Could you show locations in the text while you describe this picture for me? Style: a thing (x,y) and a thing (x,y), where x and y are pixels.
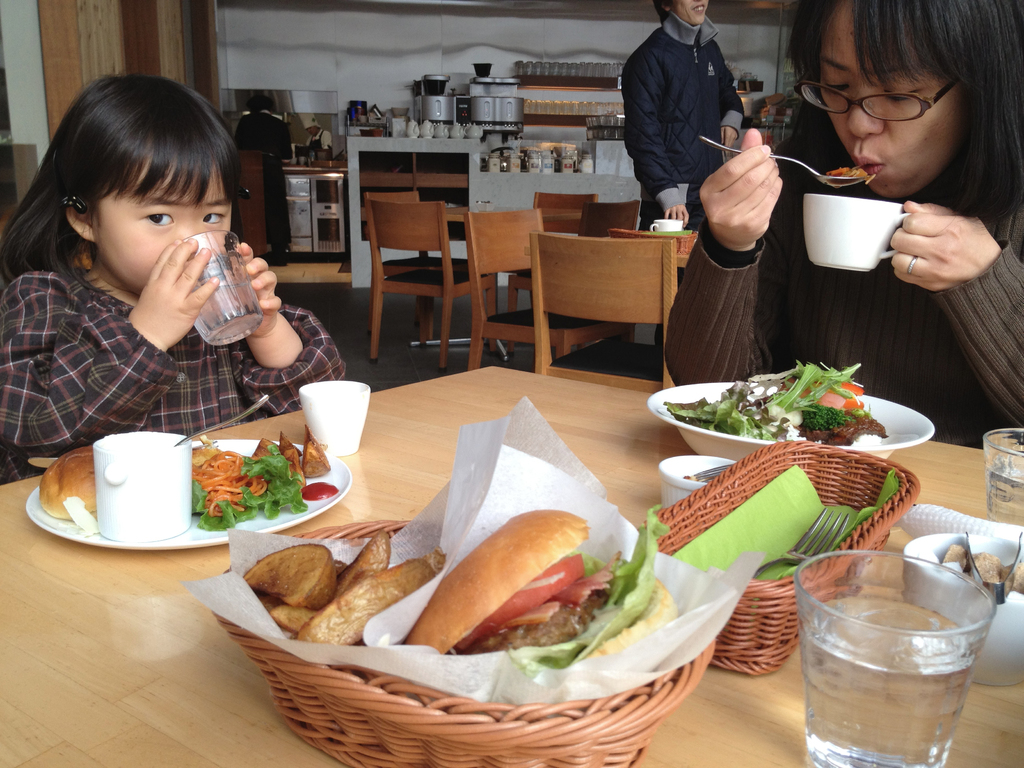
In this image In the middle (406,452) there is a table (367,503) on that there is a plate (316,506), cup (329,444), bowl (678,475), glass (854,708), tissue (940,522) and some food items (530,527), in front of the table (607,484) there are two people (804,301) On the right (758,298) there is a woman (894,290) she is eating, her hair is short. In the background (599,265) there are many chairs (577,239), tables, cup (668,221), person (675,153), jugs (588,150), glasses (582,71) and wall (350,58).
